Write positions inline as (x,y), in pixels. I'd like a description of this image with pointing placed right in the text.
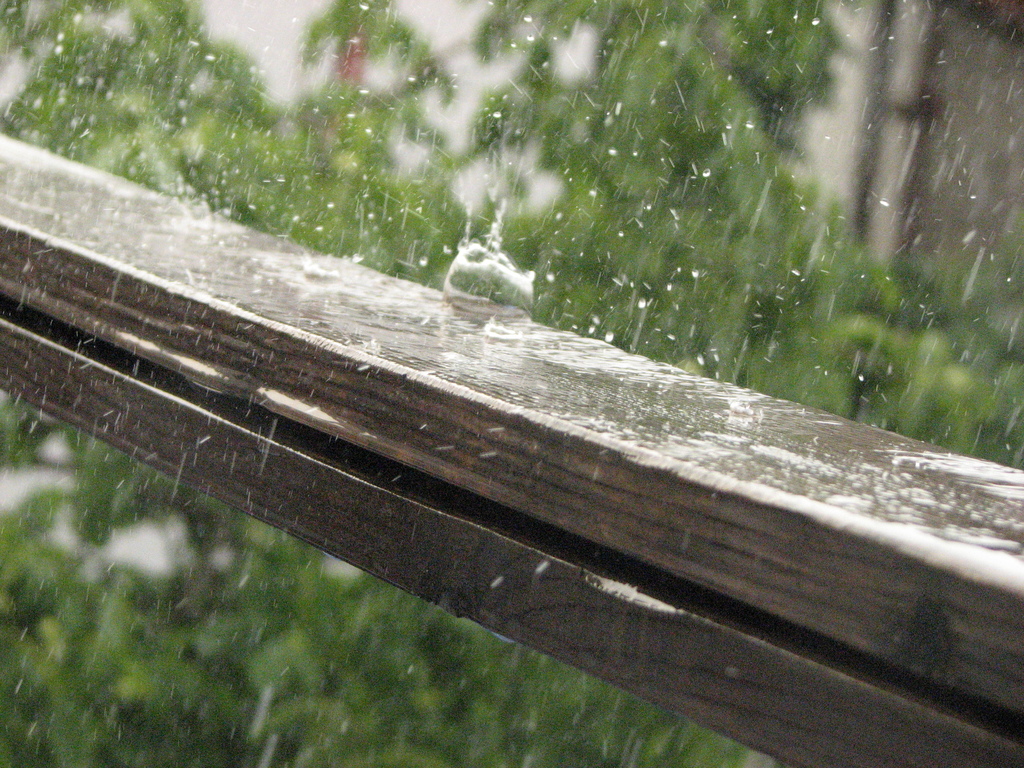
In this image there is a rain (463,261) on the wooden stick (449,338). On the wooden stick (329,335) there is water (536,352). In the background (325,649) there are trees (324,664).
